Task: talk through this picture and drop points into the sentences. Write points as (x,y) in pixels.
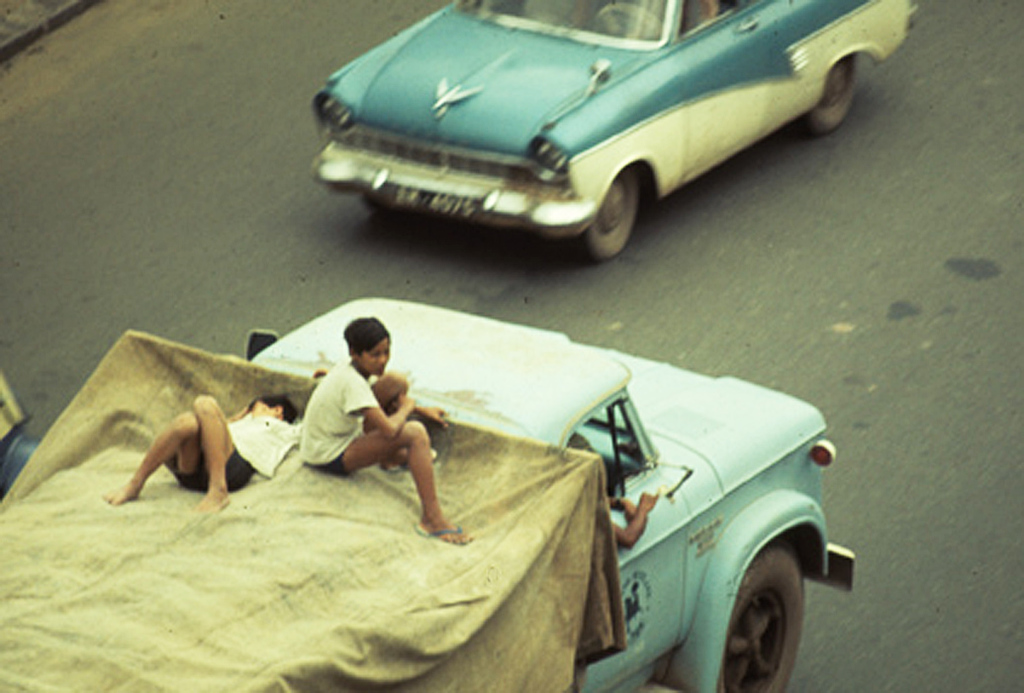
In the image there are two vehicles (572,345) moving on the road (972,10) in the opposite direction and on the second vehicle (475,409) there are two kids (366,461) residing on a cloth (266,563) the first one (218,426) is sleeping and the second kid (337,393) is sitting.
